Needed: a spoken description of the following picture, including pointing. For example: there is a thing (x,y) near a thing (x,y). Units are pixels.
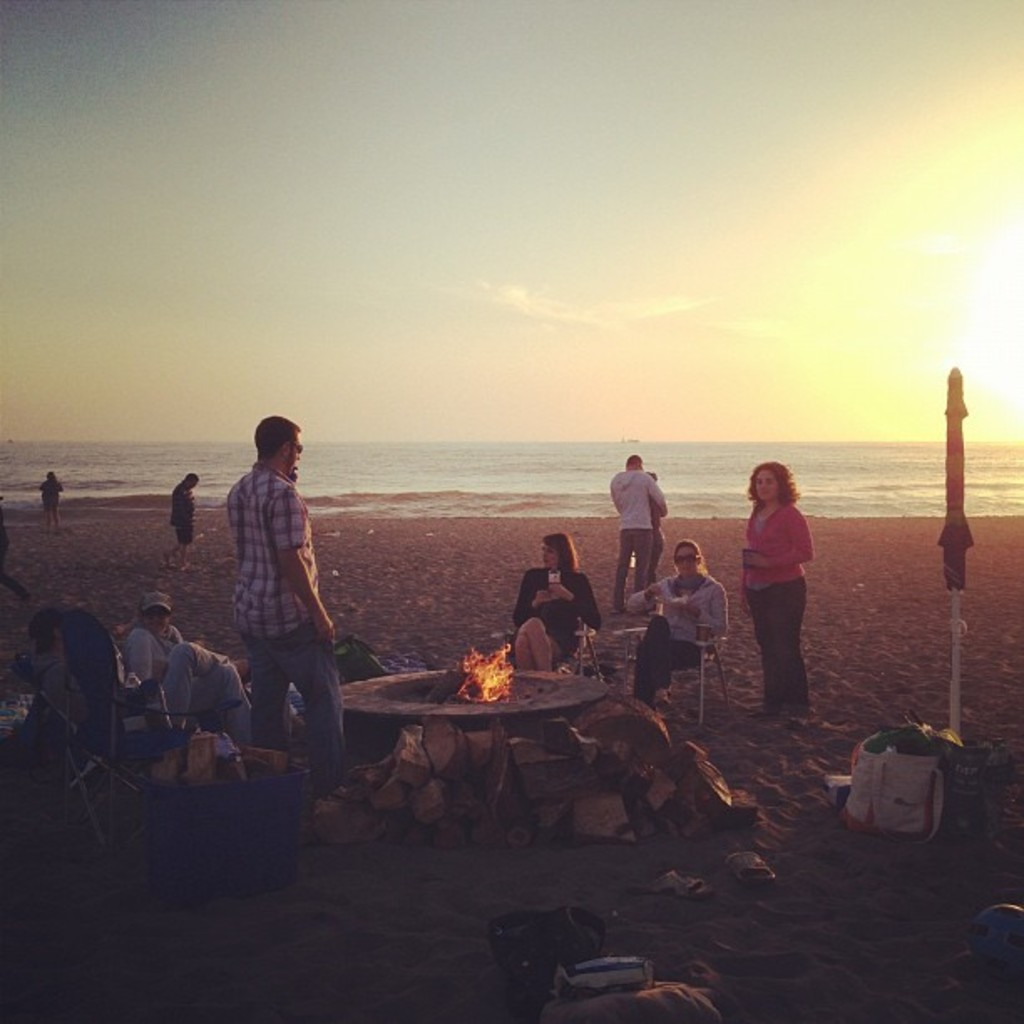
In this image in the center (663,635) there are some people (778,698) who are sitting on chairs (158,699), and some of them are standing. At the bottom (757,721) there is sand (856,856) and in the center (474,676) there is fire (490,701), on the right side (882,761) there are some bags (938,751) and one pole (960,469) and in the background (588,466) there is a beach (145,448). On the top of the image (458,259) there is sky (524,313).
